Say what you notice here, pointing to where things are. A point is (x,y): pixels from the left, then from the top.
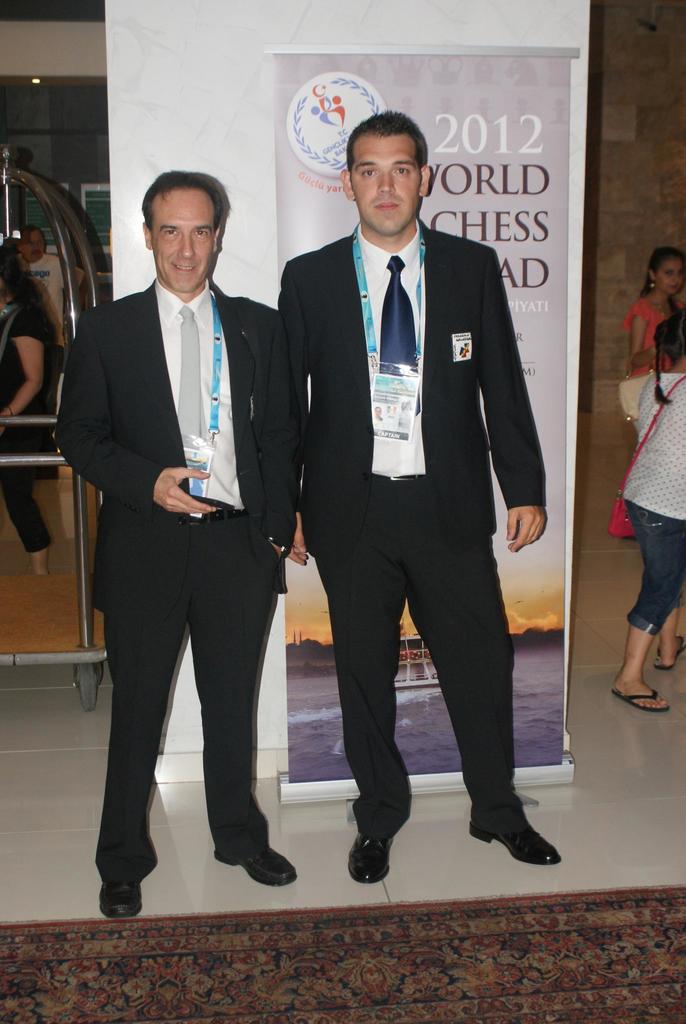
In the image there are two men (366,664) wearing blazers (439,427) and id cards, they are standing in front of a banner (446,714) and around them there are some other people (42,304).
